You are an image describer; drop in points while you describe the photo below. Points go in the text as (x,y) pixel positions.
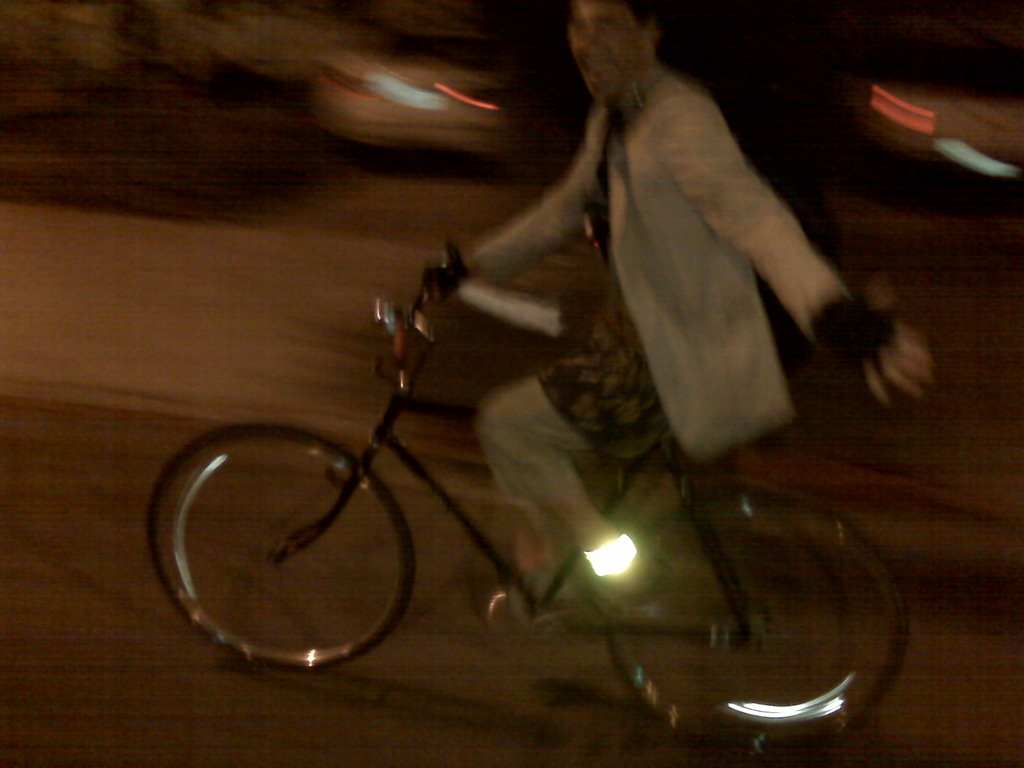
In this picture there is a person (707,324) riding bicycle (837,588) on the road (53,601). At the back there are vehicles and the image is blurry.
